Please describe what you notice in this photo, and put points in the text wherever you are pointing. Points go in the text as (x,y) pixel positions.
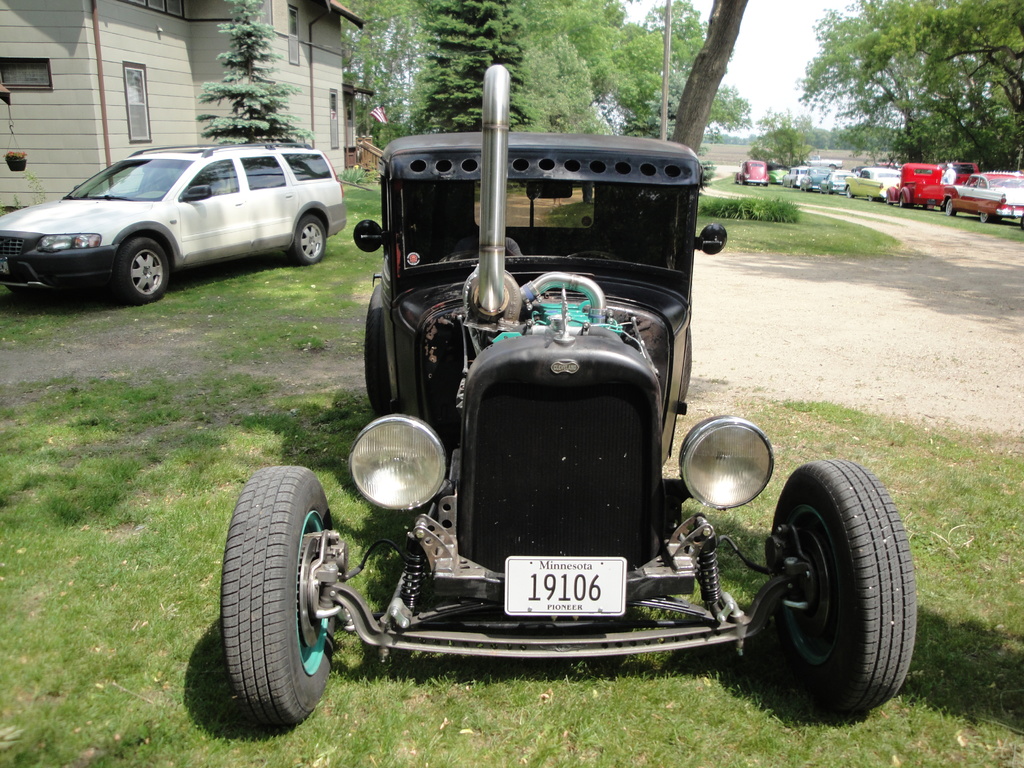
In this image we can see a vehicle (589,624) on the grassy land (325,402). In the background (461,23), we can see trees (473,119), building (325,51), flag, a car (230,164) and the sky (771,67). On the right side of the image (779,180), we can see the cars (924,190).
